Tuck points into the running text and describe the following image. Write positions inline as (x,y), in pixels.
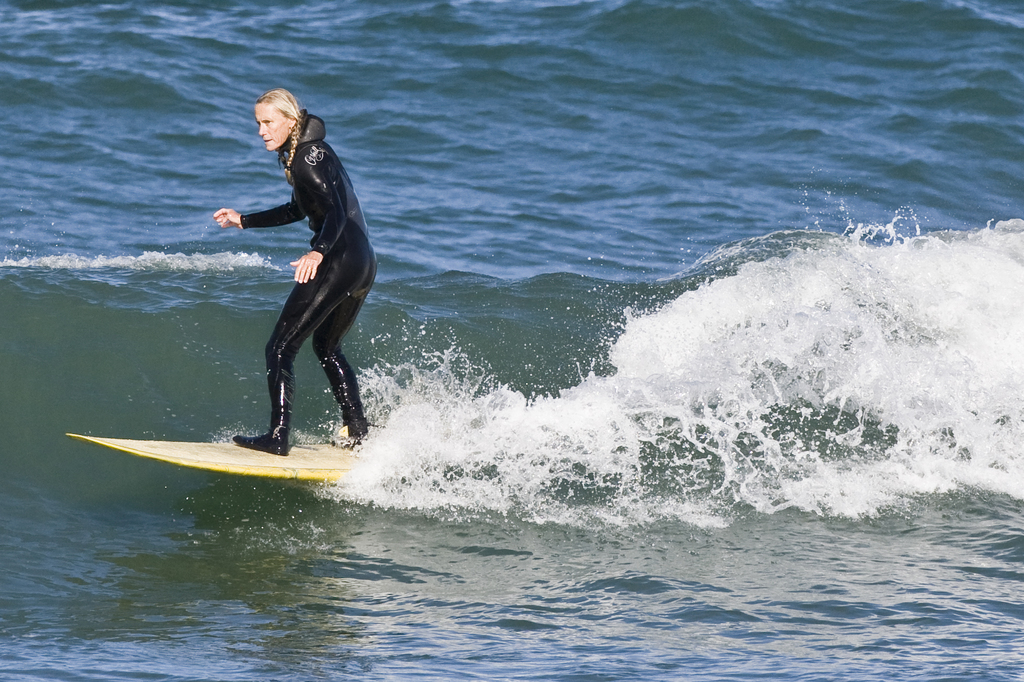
In the center of picture (351,247) there is a woman (316,160) in black swimsuit (324,173), surfing. The picture consists of a water body (655,289).
